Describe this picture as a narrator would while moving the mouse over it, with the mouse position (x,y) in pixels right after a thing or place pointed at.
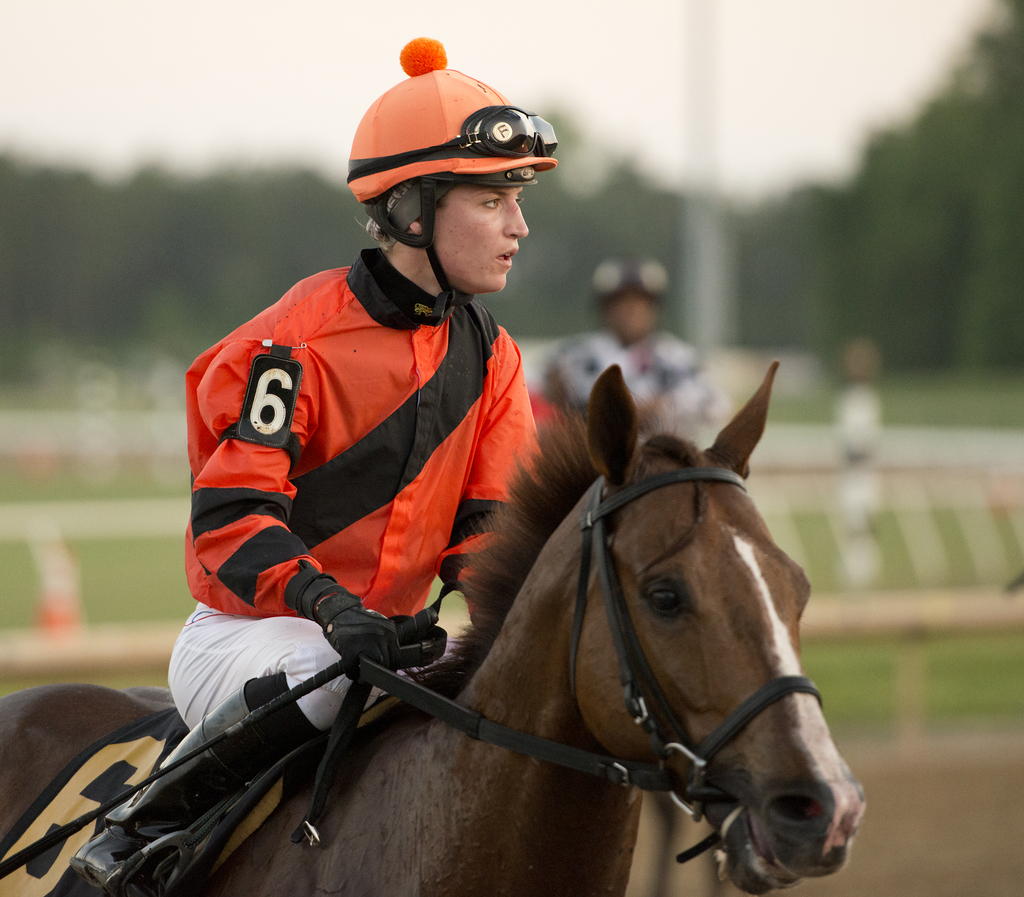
In this image we can see a person (395,526) wearing helmet (372,144) and gloves (343,659). And the person (190,617) is sitting on a horse (400,730) and holding ropes (403,687). In the background (558,377) it is blur. And we can see person (615,326), trees (644,198) and sky (584,96) in the background (724,64).
